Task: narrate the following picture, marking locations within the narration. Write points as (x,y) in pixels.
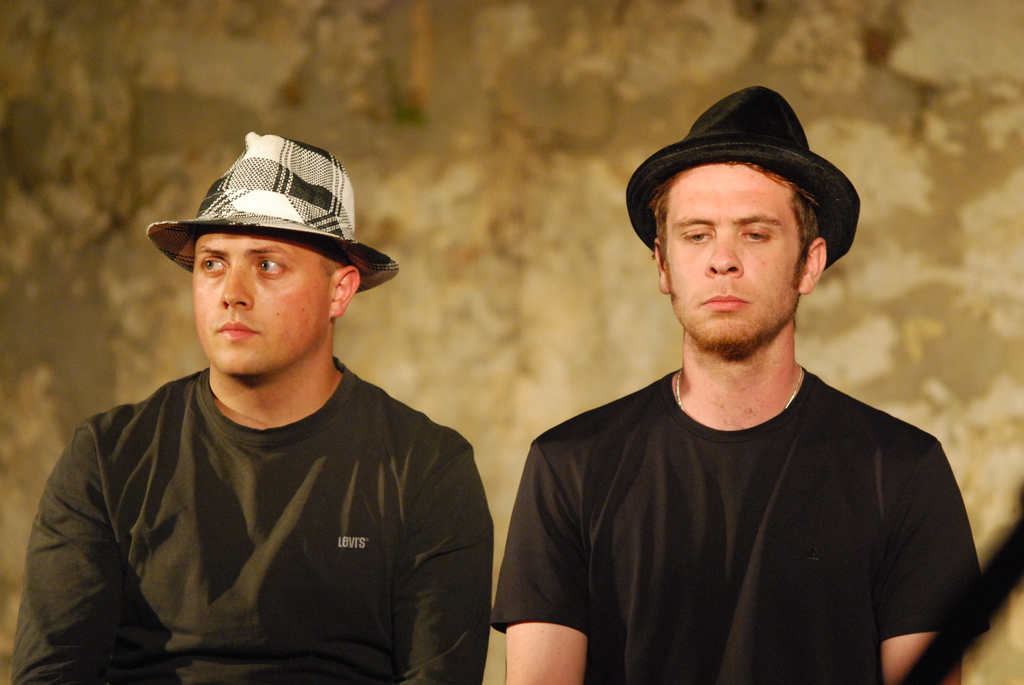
In this picture I can see 2 men (402,454) in front (382,401) who are wearing hats (331,202) and I see that both of them are wearing black color t-shirts (417,500) and in the background (143,189) I see the brown color thing (911,252).
